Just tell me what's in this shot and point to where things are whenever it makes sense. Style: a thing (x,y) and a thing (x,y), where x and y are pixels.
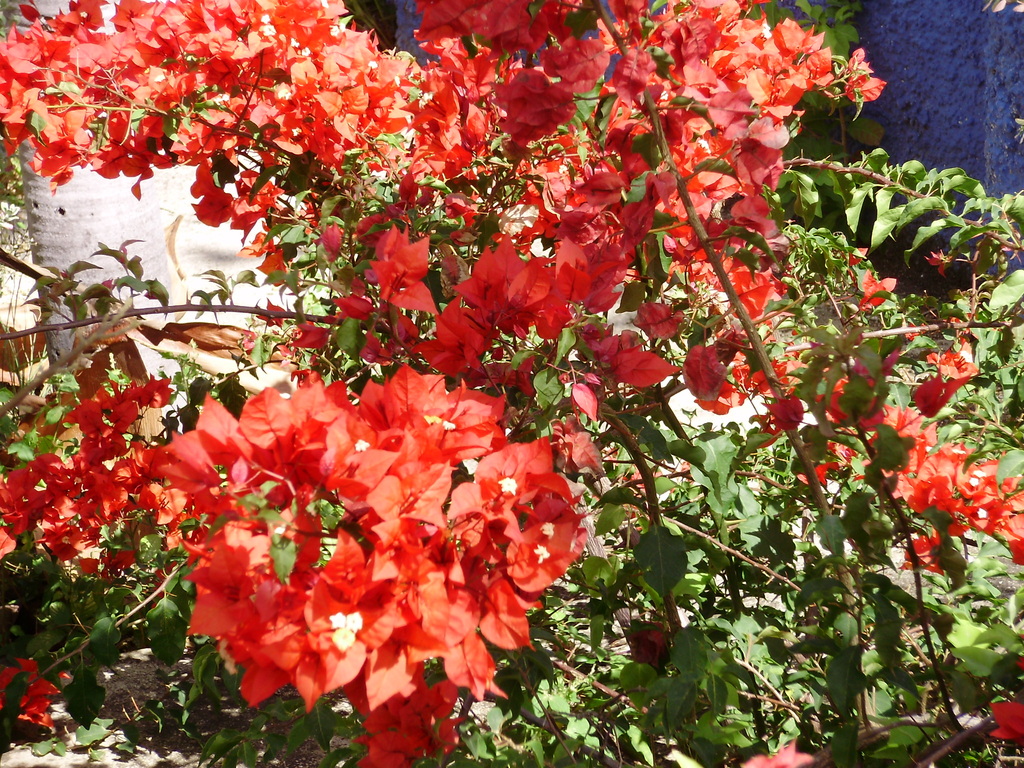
In this image we can see trees (646,472) with flowers (401,124) and a wall (895,52) in the background (966,73).
